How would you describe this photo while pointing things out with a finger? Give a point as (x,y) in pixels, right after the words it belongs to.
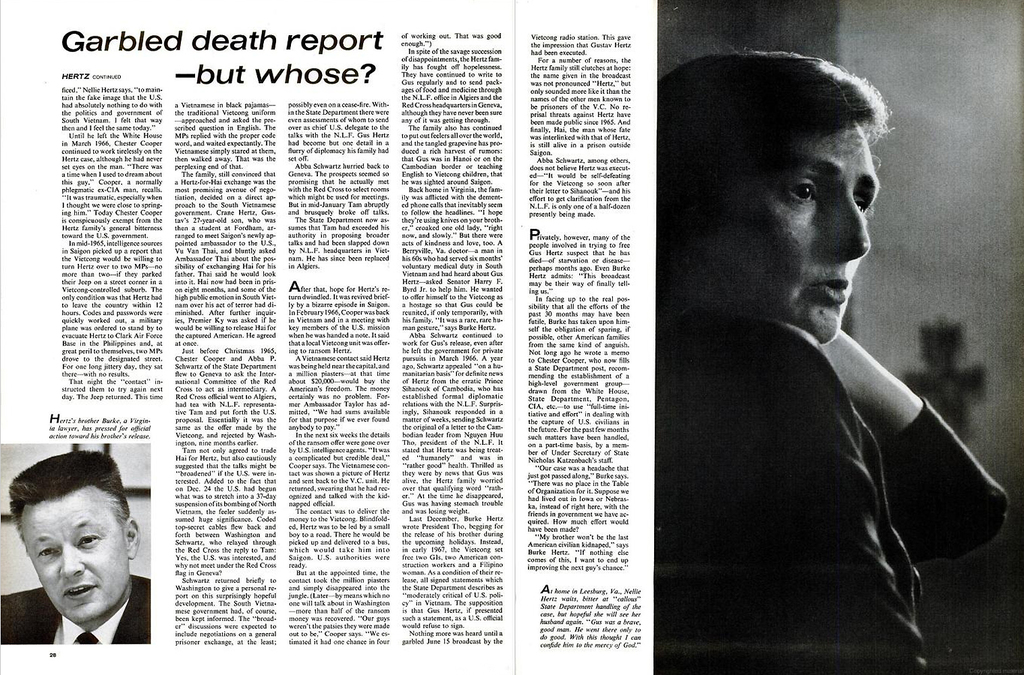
In this picture we can see a paper (260,620), in this paper (260,620) we can see some text (378,192) and two pictures (901,473), in these two pictures (773,323) we can see two different persons (778,432).
